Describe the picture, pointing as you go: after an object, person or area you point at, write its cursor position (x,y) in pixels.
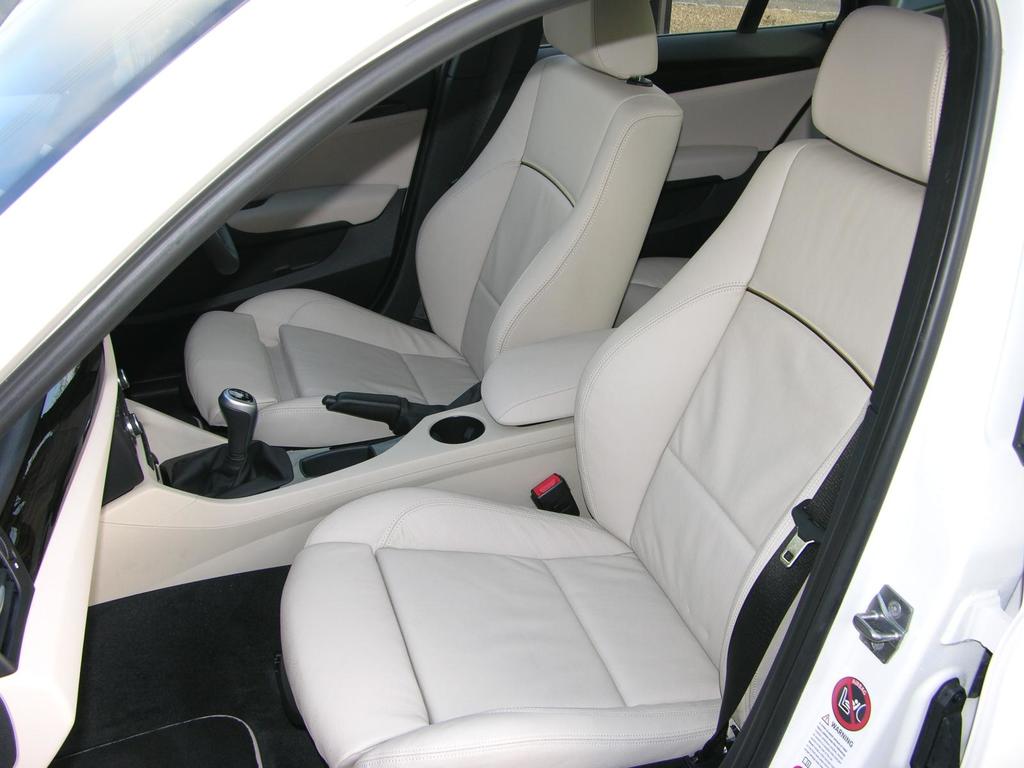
This is an inside view of a car (577,473). In the middle of the image (643,491) there are two seats (530,302). Behind there is a door (740,43). At the top left-hand corner (63,78) there is a glass (40,88).
